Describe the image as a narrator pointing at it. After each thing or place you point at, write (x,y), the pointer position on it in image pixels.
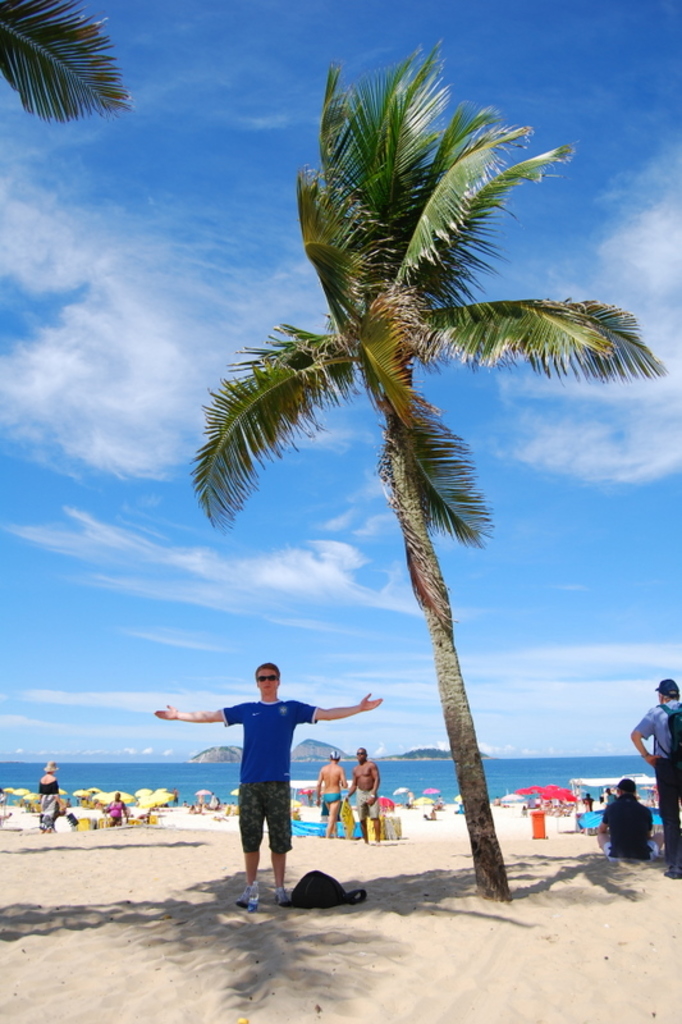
In the picture I can see trees (481,857), people (273,811) among them some are standing and some are sitting on the ground (303,920). In the background (318,563) I can see the sky (432,709), the water (299,773) and mountains (317,753).
